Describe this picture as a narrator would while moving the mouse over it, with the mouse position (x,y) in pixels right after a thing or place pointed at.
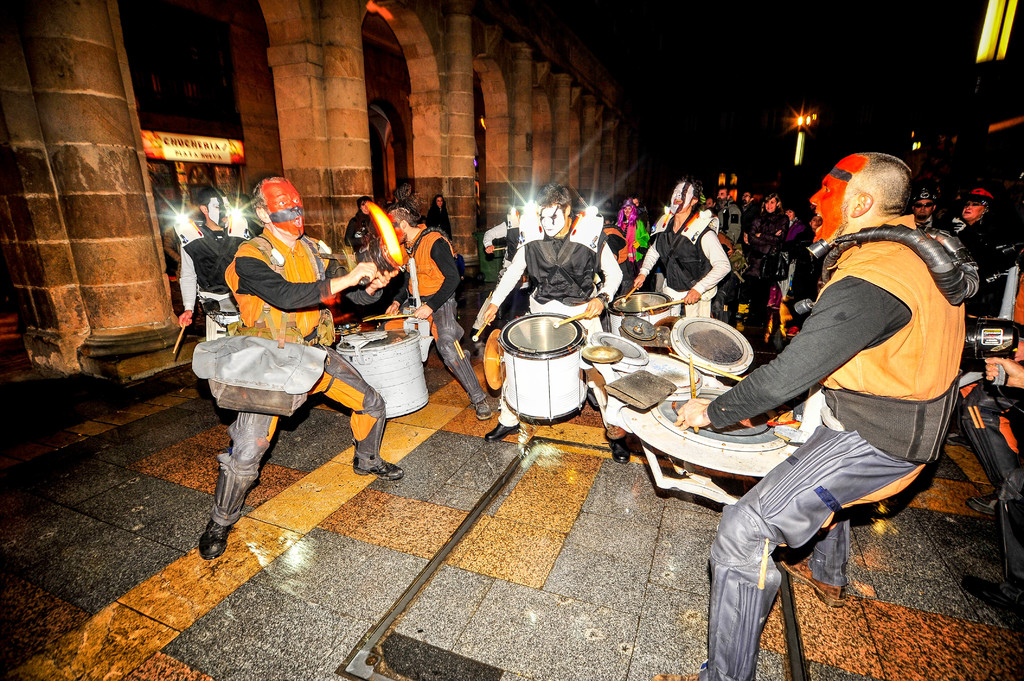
This image is taken outdoors. At the bottom of the image (224,571) there is a floor (451,571). In the background (390,188) there is a building (206,174) with walls (247,148) and pillars (328,137). There is a board (177,151) with a text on it. In the middle of the image (669,262) many people (733,257) are standing on the road (975,484) and a few people (505,416) are playing music with musical instruments (613,374). On the right side of the image (990,31) there is a light (987,17) and a man (1010,364) is holding a camera (996,349) in his hand (995,362).
